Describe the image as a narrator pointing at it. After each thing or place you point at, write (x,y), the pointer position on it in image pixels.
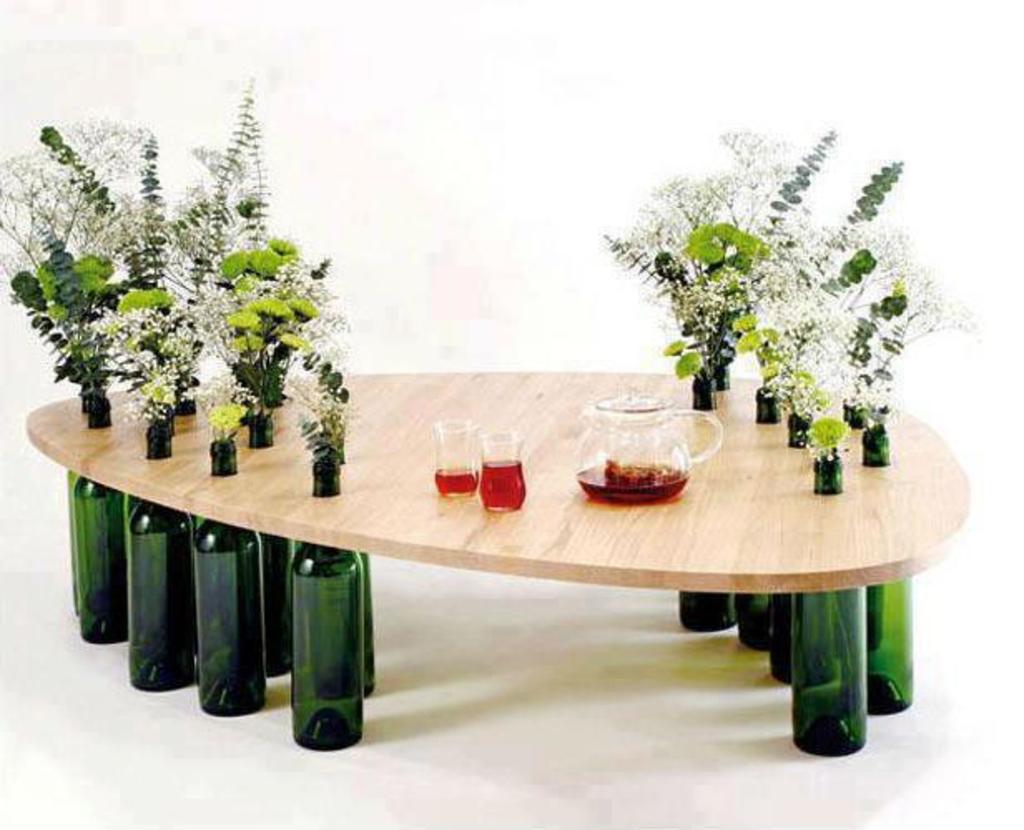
In this picture I can see tea cups (515,456) and a teapot (631,463) on the table (559,484). There are plants (235,300) on either side of this image, I can see few bottles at the bottom (838,673).
